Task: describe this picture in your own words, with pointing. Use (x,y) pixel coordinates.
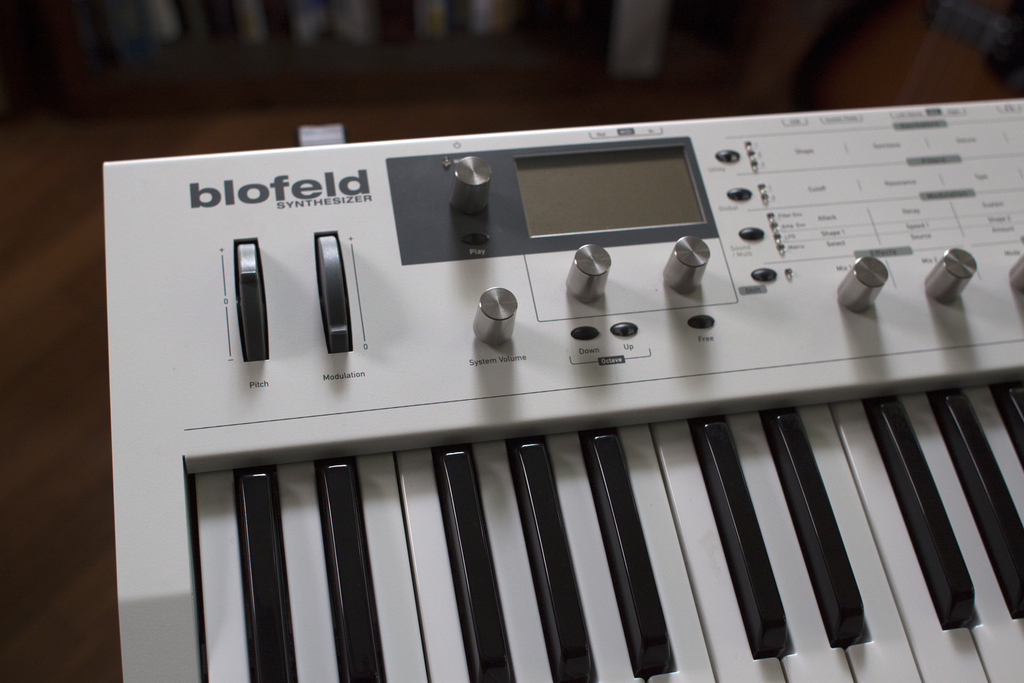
In this image we can see a musical instrument (536,533). In the background of the image (306,117) there is a blur background (43,105).
